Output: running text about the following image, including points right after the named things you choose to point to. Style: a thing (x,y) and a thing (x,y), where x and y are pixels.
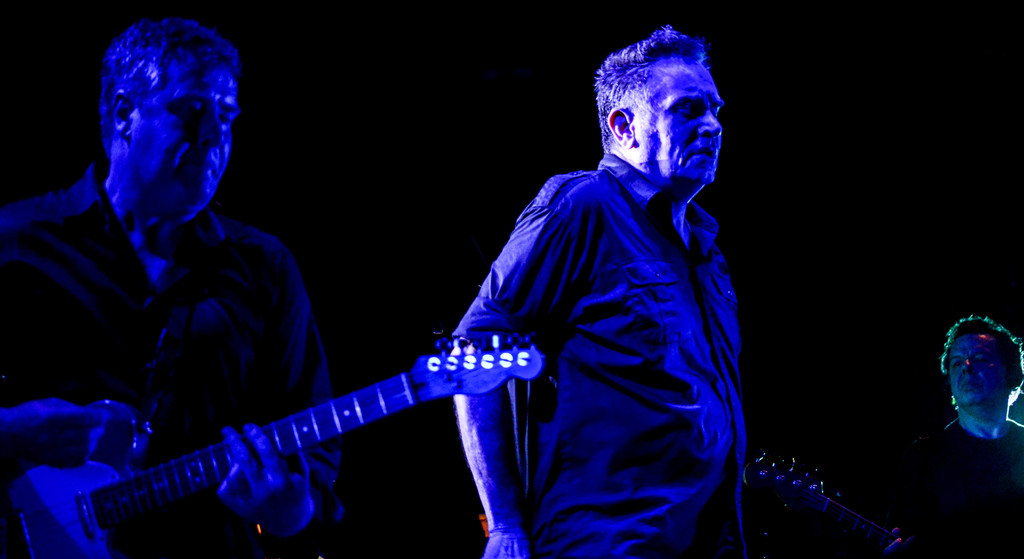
There are two persons (635,484) standing. One person (62,423) is holding guitar (153,487) and the other person (676,401) is standing. At the right corner of the image (979,528) I can see another person (977,512) standing and holding guitar (841,507).
